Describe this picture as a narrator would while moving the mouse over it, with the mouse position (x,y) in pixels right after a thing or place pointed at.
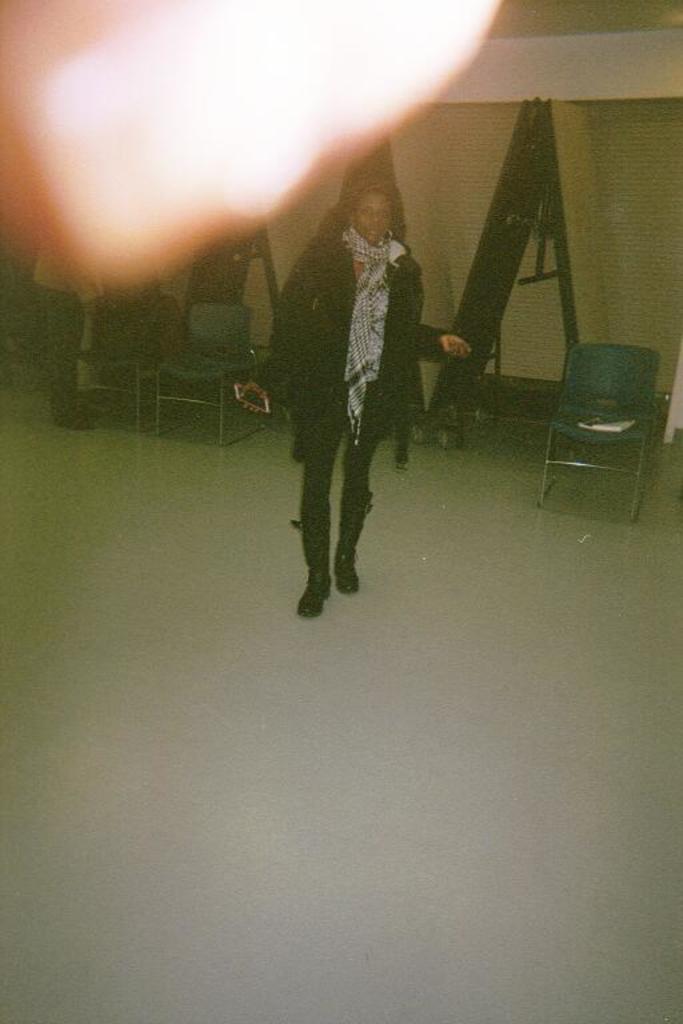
This picture shows a woman (324,410) standing and we see few chairs (588,397) on the side.
